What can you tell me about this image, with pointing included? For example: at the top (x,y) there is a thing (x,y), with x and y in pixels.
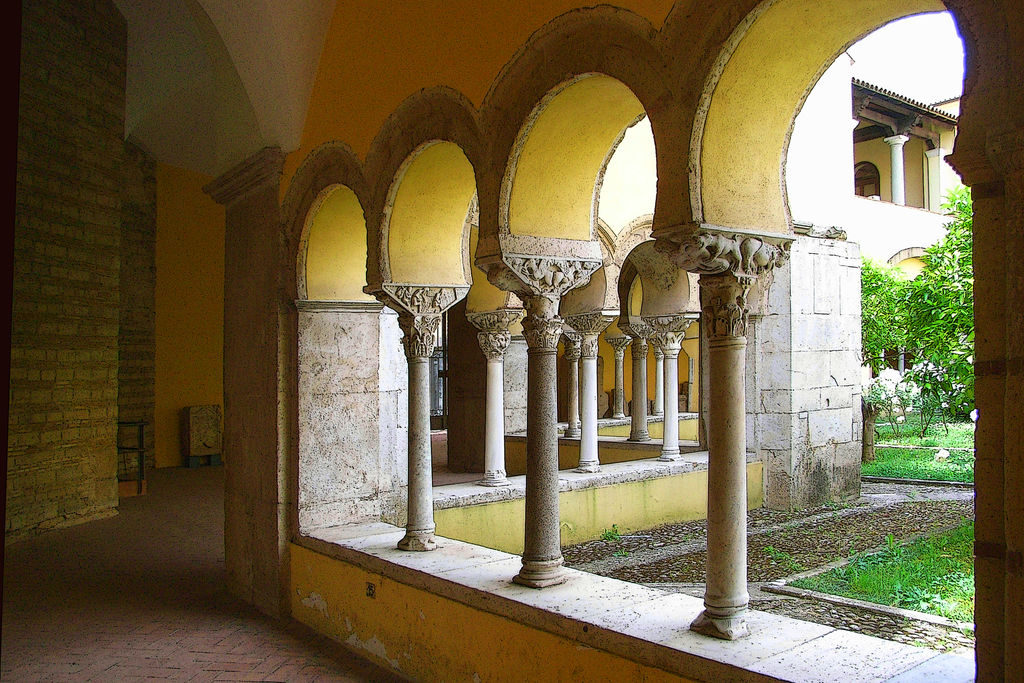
In this image I can see a building (701,141), in front of building (910,137) there are trees (899,278) visible on the right side (865,292).
